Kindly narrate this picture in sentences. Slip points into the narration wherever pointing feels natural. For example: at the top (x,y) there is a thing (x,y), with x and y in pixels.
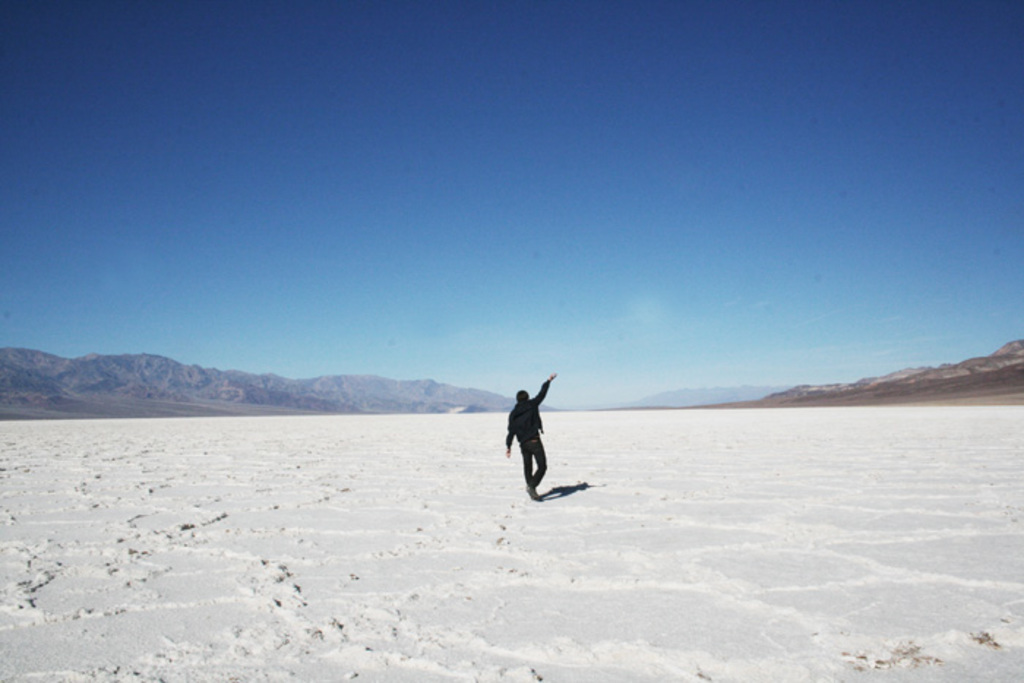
In this image I can see a person (528,430) standing and wearing black color dress (528,417). I can see few mountains (138,373), salt flat (568,446). The sky (680,165) is in blue and white color.
